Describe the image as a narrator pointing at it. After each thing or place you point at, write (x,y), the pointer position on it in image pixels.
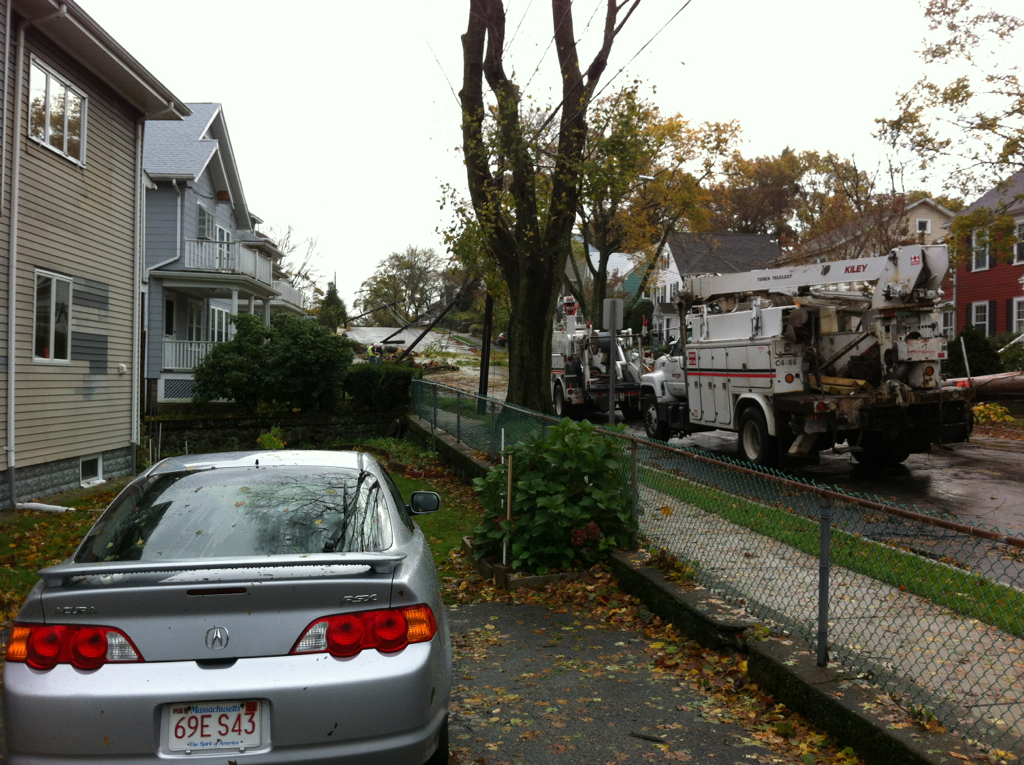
In this image we can see vehicles (677,376), trees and plants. Behind the vehicles (725,354) we can see a few houses (104,399). At the top (423,16) we can see the sky (410,34) and wires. At the bottom (732,699) we can see dried leaves (677,724).
